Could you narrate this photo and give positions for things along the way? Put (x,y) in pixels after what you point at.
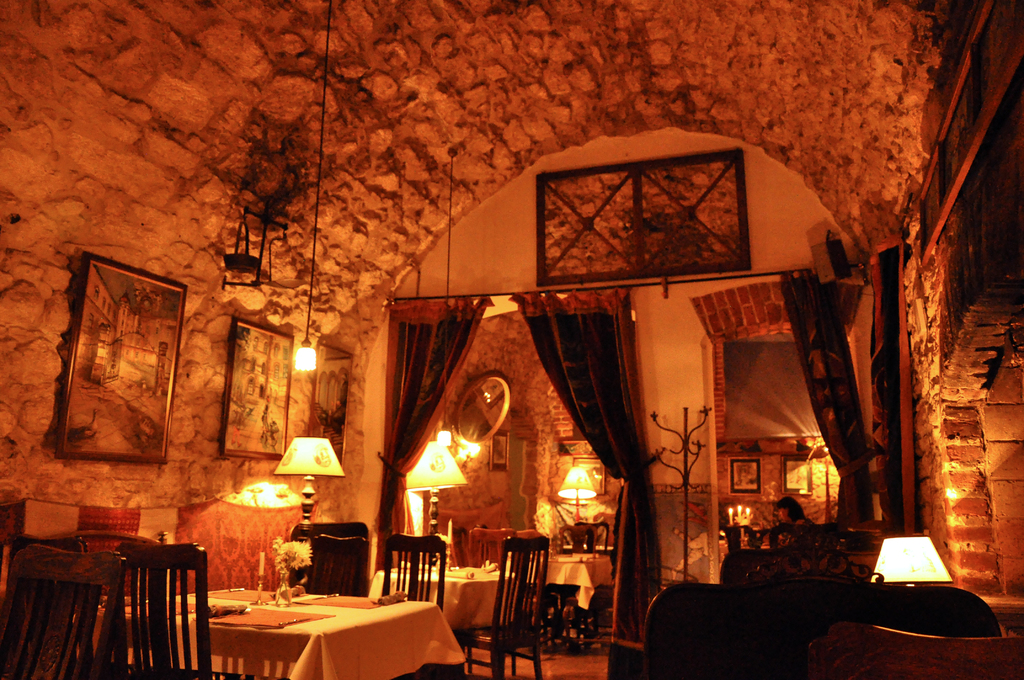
In this picture we can see chairs (317,575), tables (452,608) with clothes (464,591), candle stands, flower vase (287,567), some objects (279,626) on it, frames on the wall (542,385), lamps (561,494), curtains (394,479) and in the background (532,396) we can see a person (784,519), mirror (484,415), walls (528,354).
